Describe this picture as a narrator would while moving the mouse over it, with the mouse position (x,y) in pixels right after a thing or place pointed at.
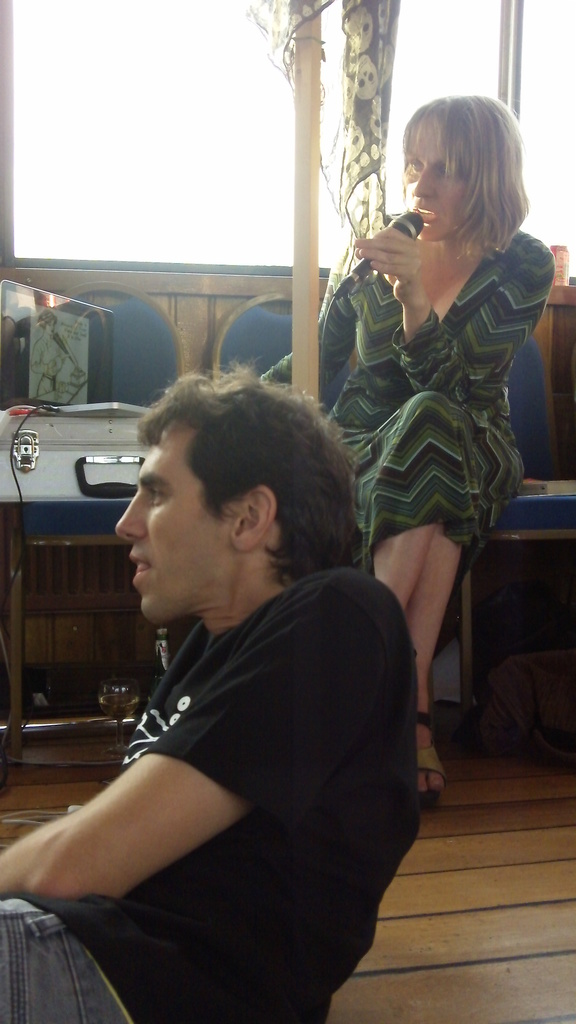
In this image I can see a woman (408,429) sitting on the chair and holding a microphone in her hand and another person (242,799) wearing black colored t shirt (239,838) is sitting on the floor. I can see a suitcase (107,489), a laptop (85,358) on the suitcase (90,483), the window (153,206) and the cloth (301,13).
